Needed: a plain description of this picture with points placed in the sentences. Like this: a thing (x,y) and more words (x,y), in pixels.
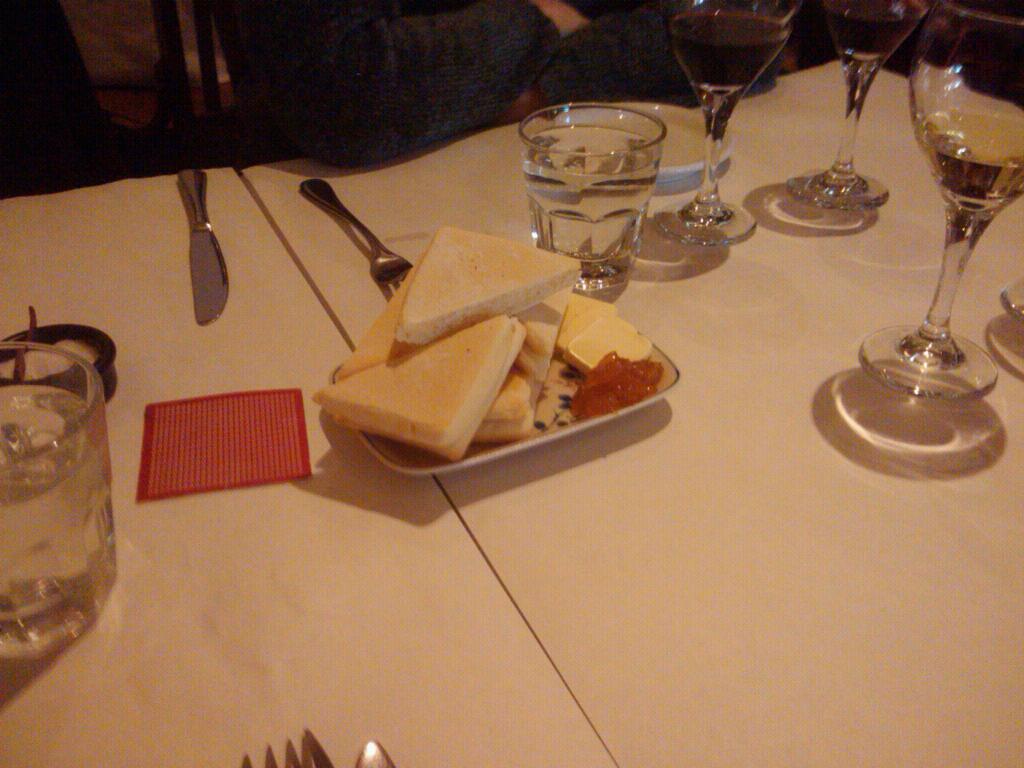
In this picture, water glasses (531,207), wine glasses (927,83), forks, knives (193,197) and some food (447,371) is placed on a table (711,586). A person (596,44) sitting near to the table (715,600) places his hand (549,5) on it.
